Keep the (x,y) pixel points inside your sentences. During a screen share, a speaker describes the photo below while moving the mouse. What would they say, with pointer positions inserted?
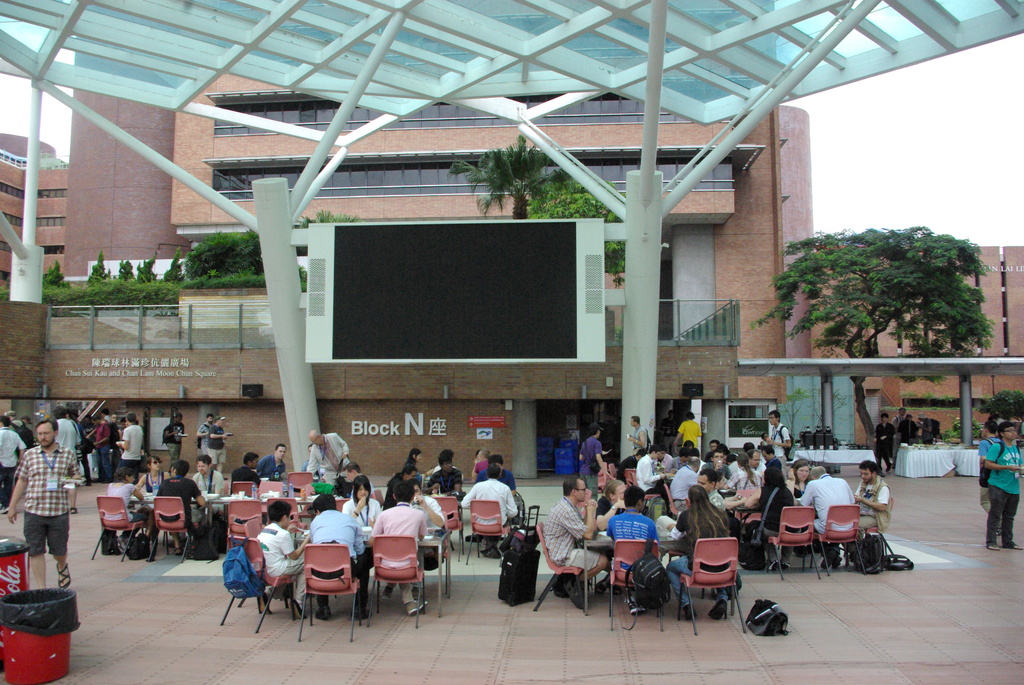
Group of people (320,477) sitting on chairs (848,539) and few persons (43,537) standing and we can see bins (41,616) and bags (530,581) on floor (849,584). On the background (888,309) we can see buildings (900,402), persons (891,445), plants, trees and sky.
